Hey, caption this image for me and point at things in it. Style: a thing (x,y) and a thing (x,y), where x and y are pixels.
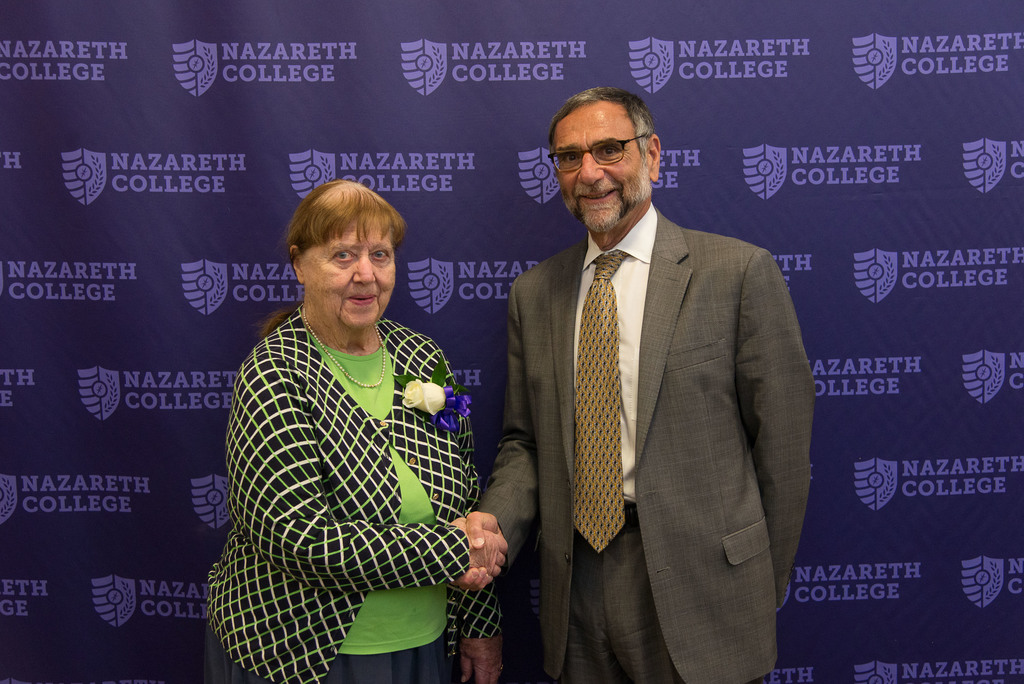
In this image, we can see a woman (469,545) and man (635,481) are shaking their hands (500,539) and smiling. Behind them there is a banner (958,452) with text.
